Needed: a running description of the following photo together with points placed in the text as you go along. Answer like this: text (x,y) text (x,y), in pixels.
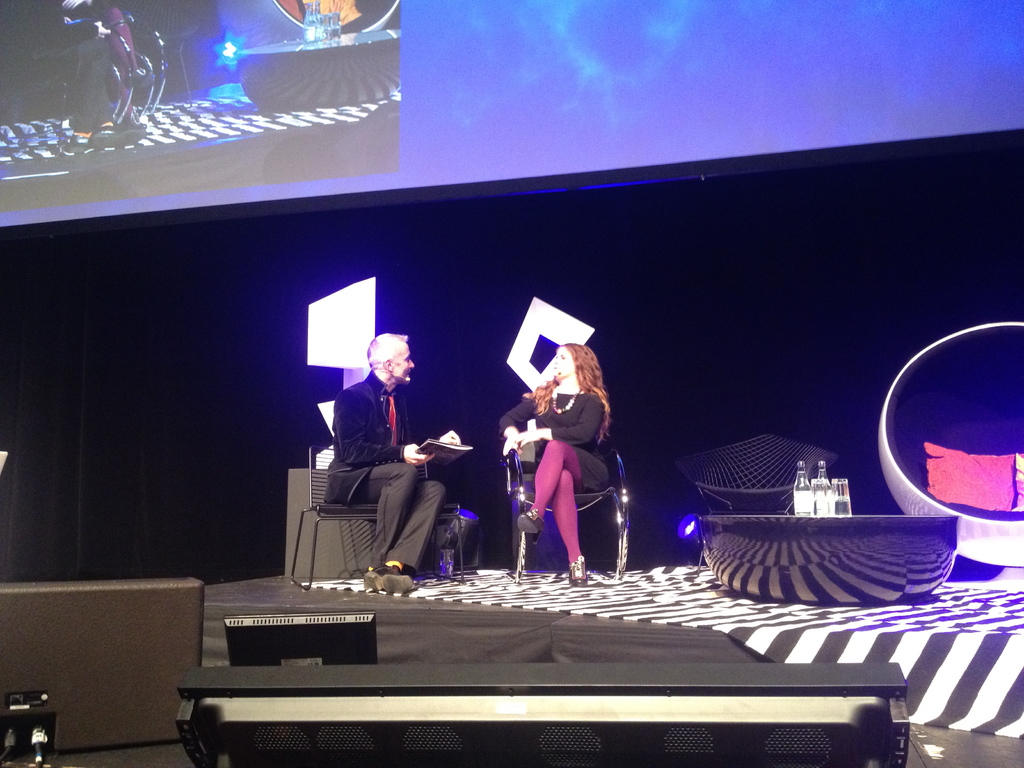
There are people (375,484) sitting on the stage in the foreground area of the image (528,407), there is a screen (550,165) at the top side (624,75), there are some objects (843,692) at the bottom side (70,604).
